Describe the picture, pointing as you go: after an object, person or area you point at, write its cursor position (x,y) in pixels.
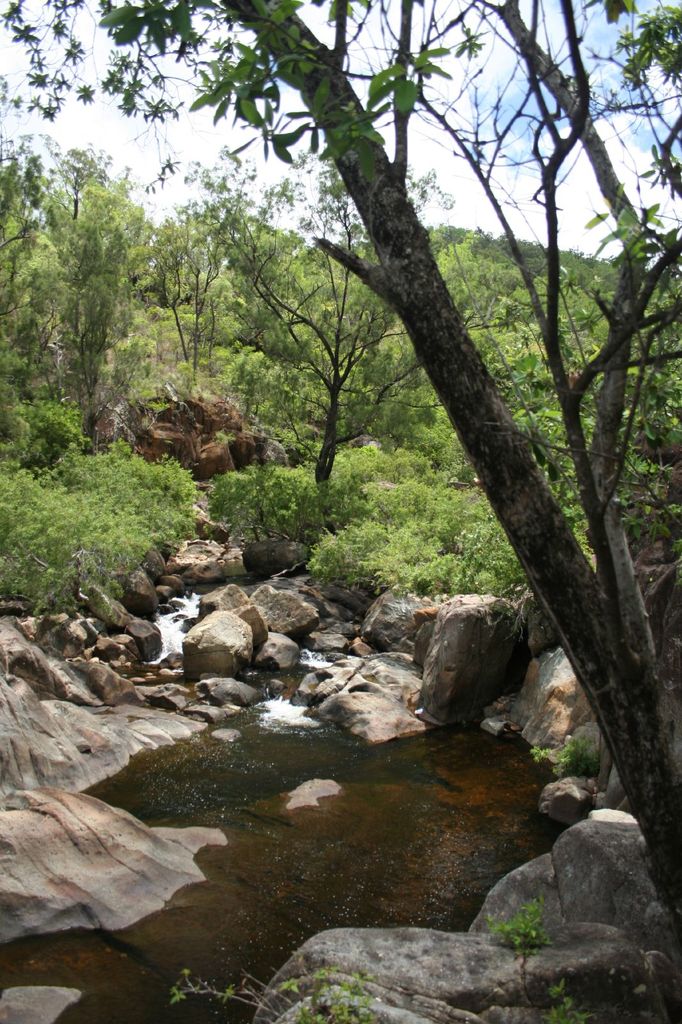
In this image we can see a group of trees (378,430), the rocks (385,697), plants (329,544), water (466,878) and the sky (495,225) which looks cloudy.
